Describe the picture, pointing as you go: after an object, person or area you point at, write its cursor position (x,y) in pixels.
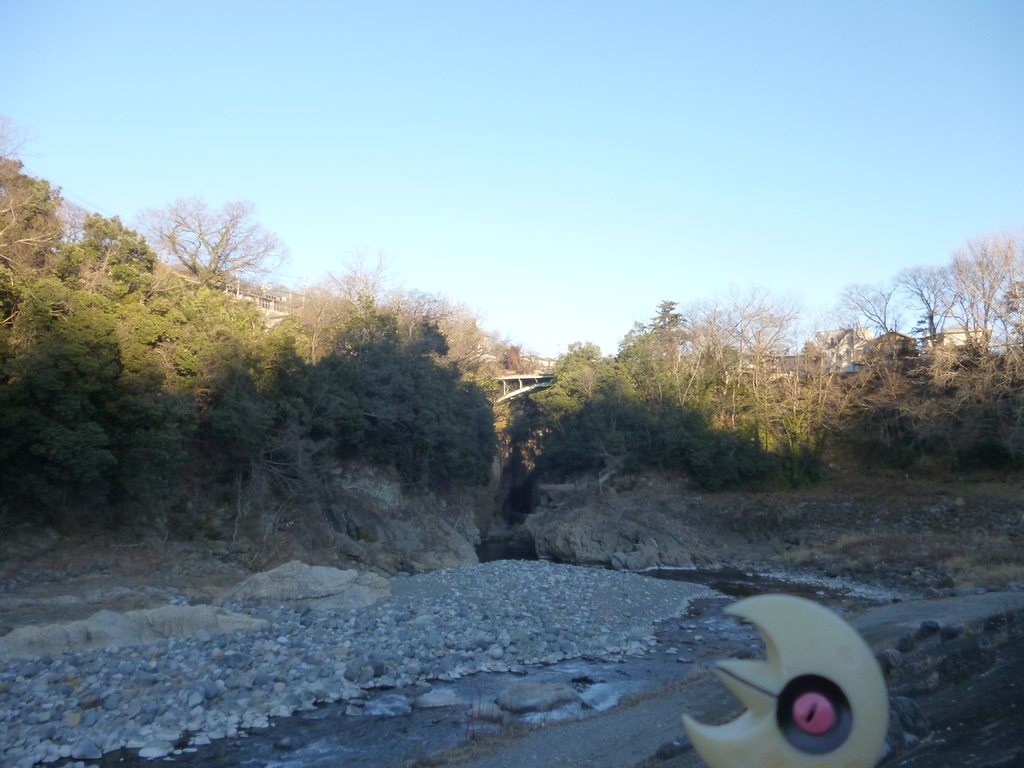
In this image there are stones (374,615) at the bottom (412,585). At the top (555,130) there is the sky (502,316). In the middle (380,401) there are trees (739,410). At the bottom (780,678) there is a small object (817,706) on the ground (891,735). In the middle (515,394) it seems like a bridge (517,383).
